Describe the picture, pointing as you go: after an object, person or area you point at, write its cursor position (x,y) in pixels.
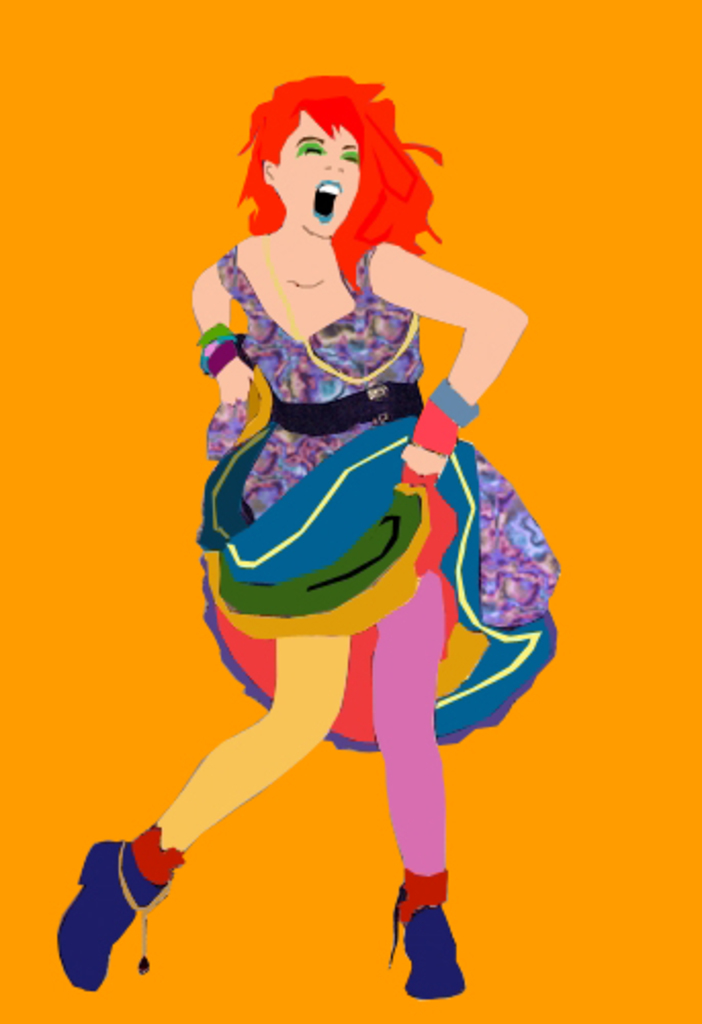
In the center of the image (306,451) we can see the painting (339,413) of a lady (311,395). In the background (404,106) we can see orange color.
